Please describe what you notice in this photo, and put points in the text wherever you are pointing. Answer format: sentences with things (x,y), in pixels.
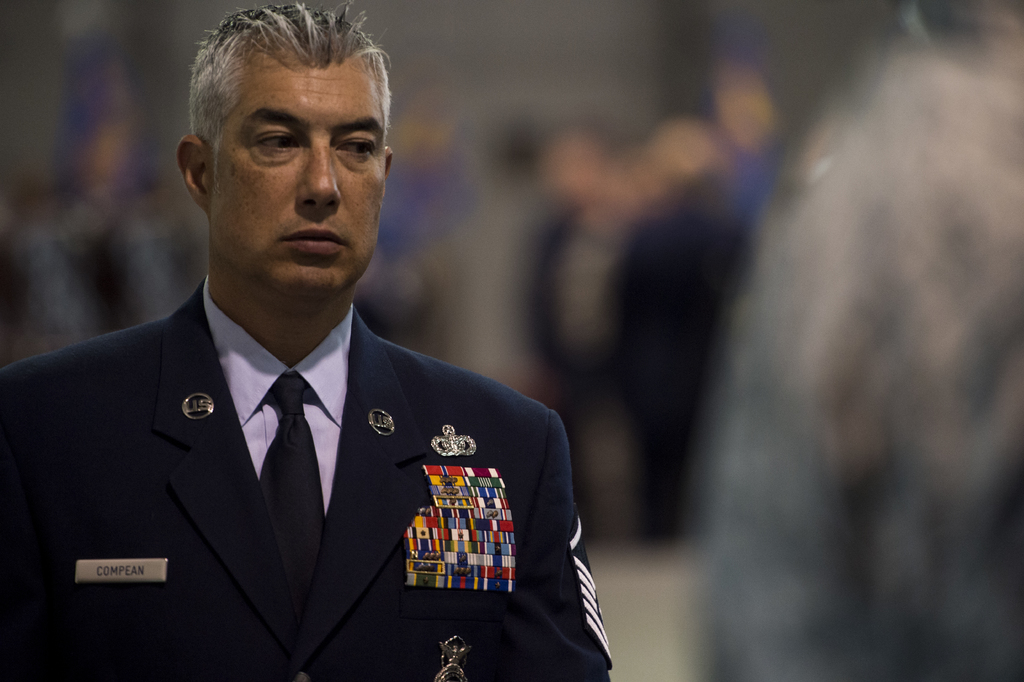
In this image we can see a person (285,358) in a costume (291,493) and we can also see a blurred background (622,444).
